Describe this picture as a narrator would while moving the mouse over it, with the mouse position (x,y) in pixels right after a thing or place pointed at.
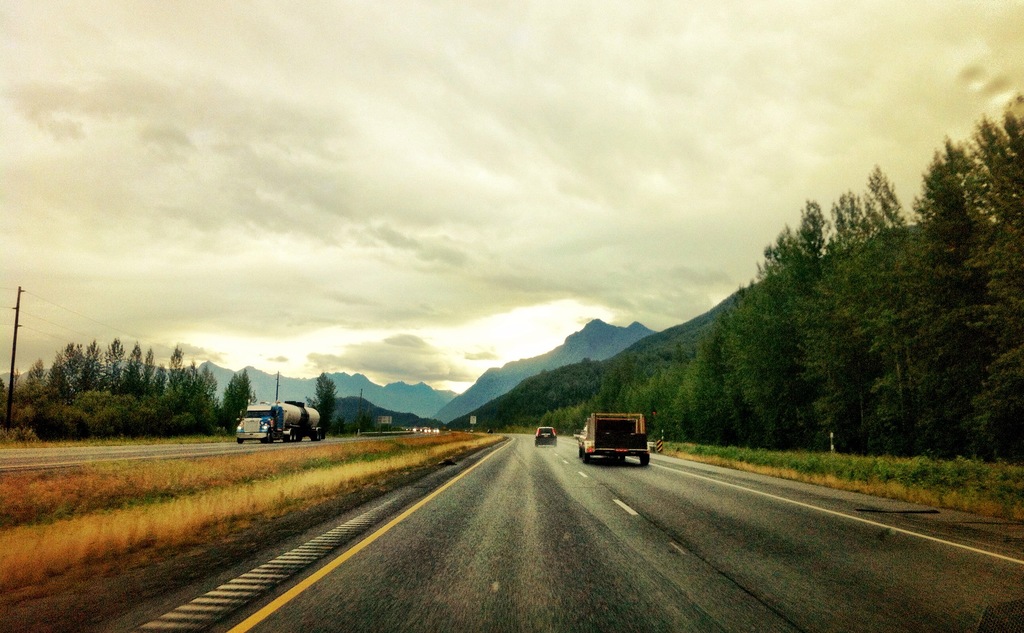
There is a road (493,538) and on the either side of the road (828,509) there are many trees (182,408) and in the background (583,375) there is a mountain (604,358).
